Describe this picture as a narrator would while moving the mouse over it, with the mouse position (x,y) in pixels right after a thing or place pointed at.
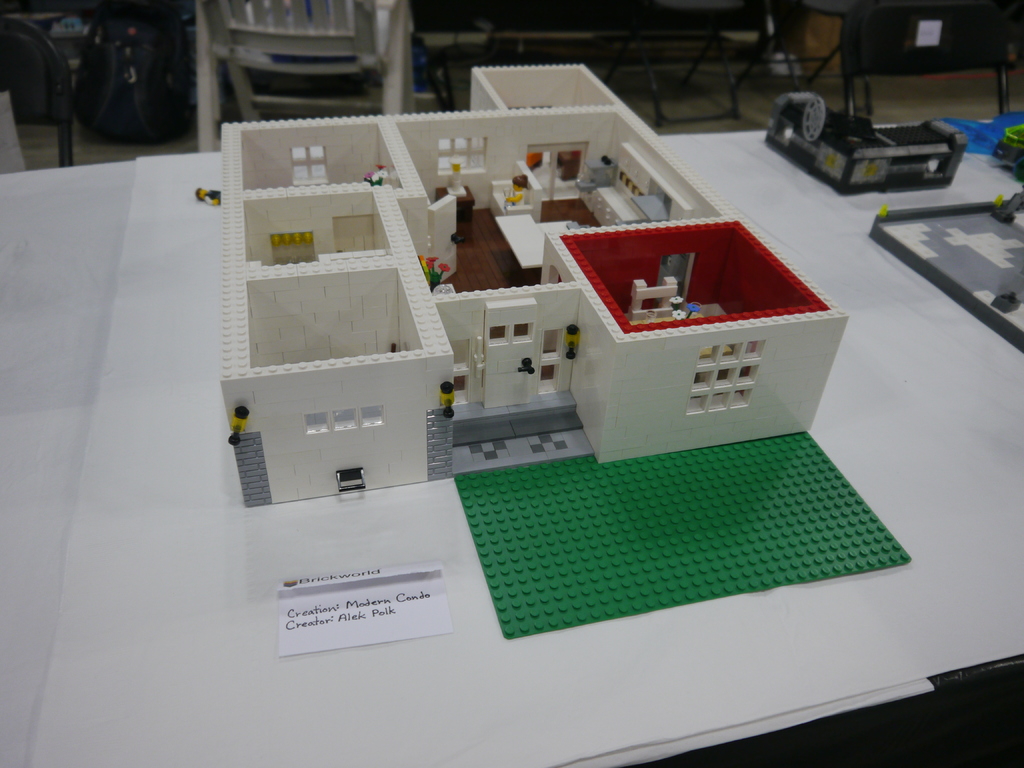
In this picture I can see there is a house (572,297), it has a door (494,314) and windows (330,411) and there are different rooms (686,295) like hall (478,170), kitchen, bedroom (596,293) and there is a doll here sitting on the sofa (536,185). This house (480,186) is built with toys (323,222) and it is placed on the table (232,576). There is something written on the paper (368,620) here and in the backdrop (257,64) there is a chair (396,63) and tables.
